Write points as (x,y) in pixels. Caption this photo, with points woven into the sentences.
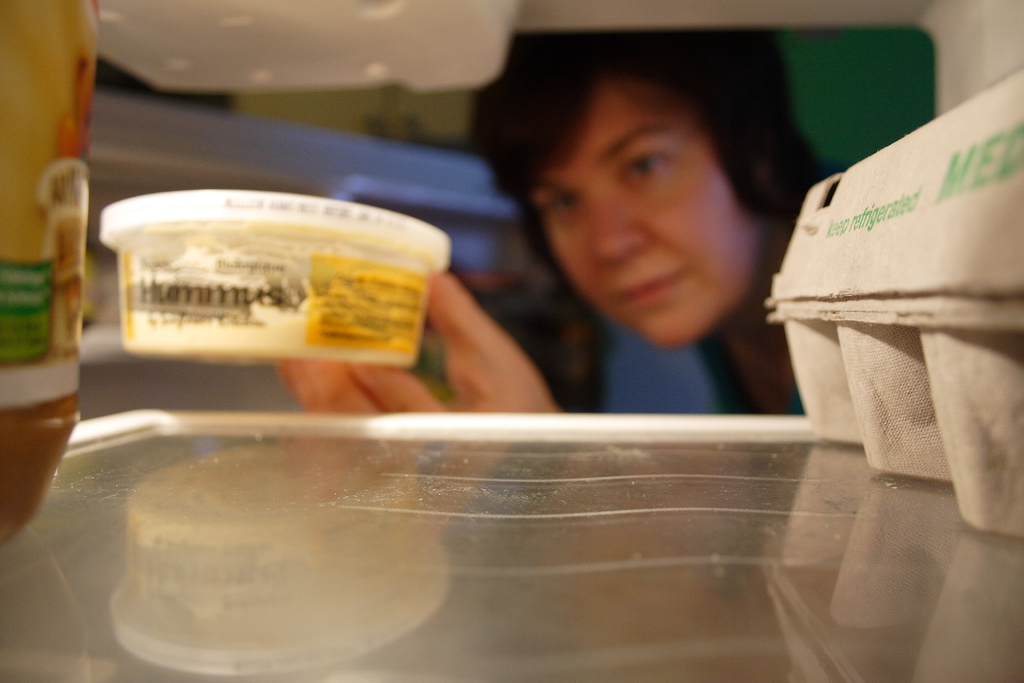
In this image we can see the inside of the refrigerator (213,493), one woman (771,129) near the refrigerator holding a one box (359,266), some objects (8,200) in the refrigerator (351,190) and one green object (927,109) on the backside of the person (734,285) looks like a wall (829,84).
